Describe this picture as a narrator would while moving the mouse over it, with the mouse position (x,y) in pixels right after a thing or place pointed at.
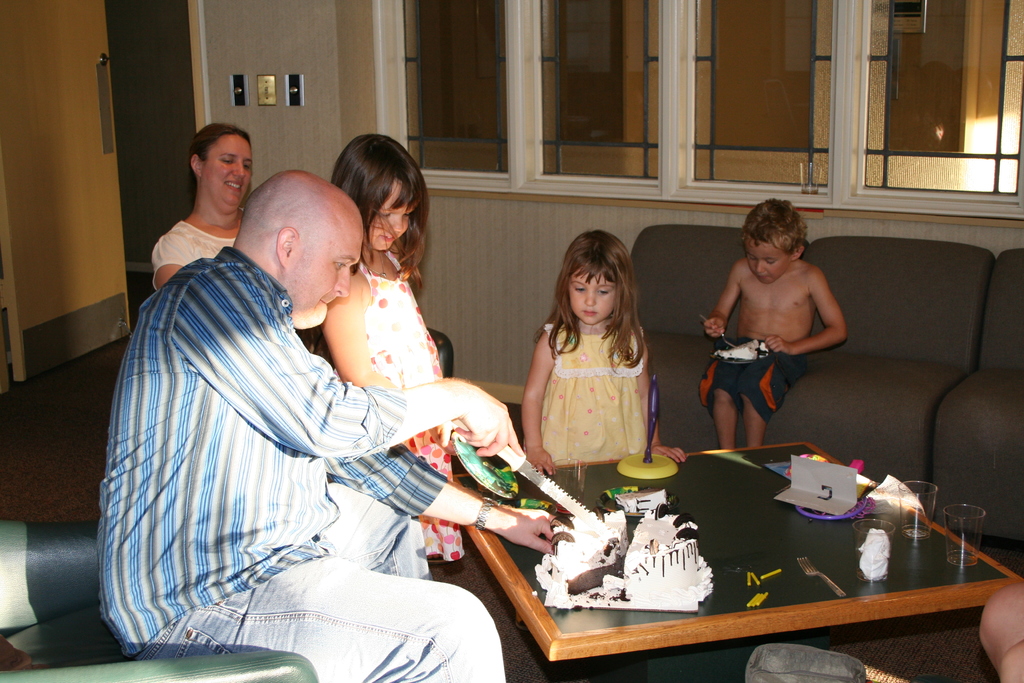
In this picture there is a family (245,246) in the room (189,128) in front of a table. The man (318,516) is cutting a cake (562,537) on the table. Three children (561,455) was there and the woman (208,198) is watching from the behind. In the background (306,93) there is a wall (327,77) and some windows (739,95) here. We can observe a sofa (918,338).
